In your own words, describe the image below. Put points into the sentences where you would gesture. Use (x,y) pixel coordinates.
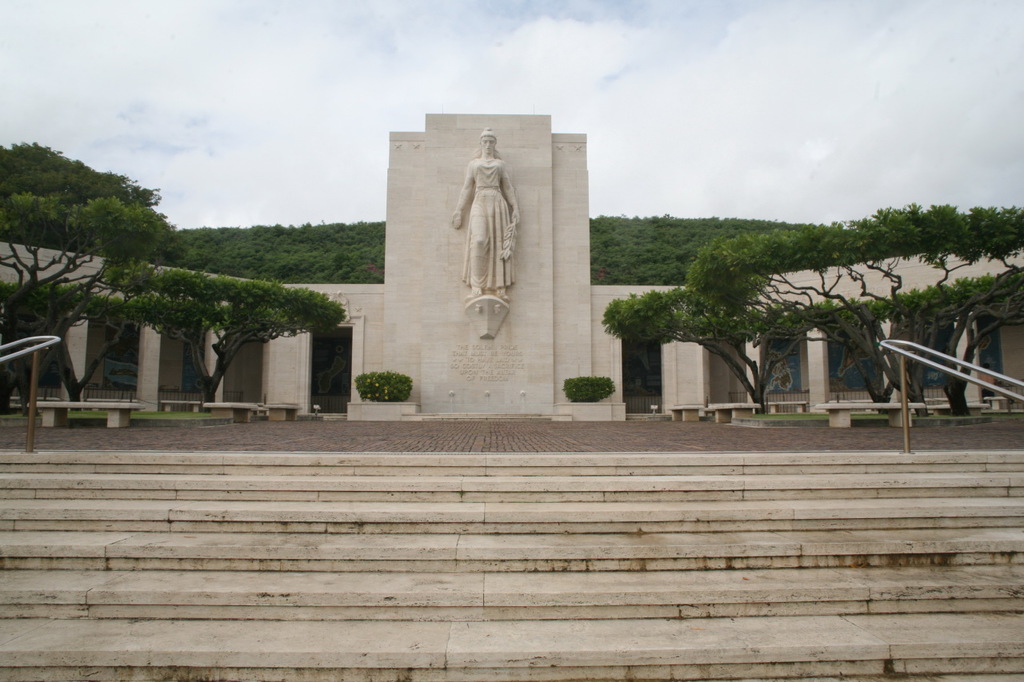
In this image we can see a sculpture (480,205) carved on the walls (526,173) of the building (461,346). We can also see the plants (376,393), benches (235,404), trees (199,332) and also the hill (274,236). We can see the path (439,436), stairs (398,457) and also the sky (455,89) with the clouds (714,54) in the background (724,73).
